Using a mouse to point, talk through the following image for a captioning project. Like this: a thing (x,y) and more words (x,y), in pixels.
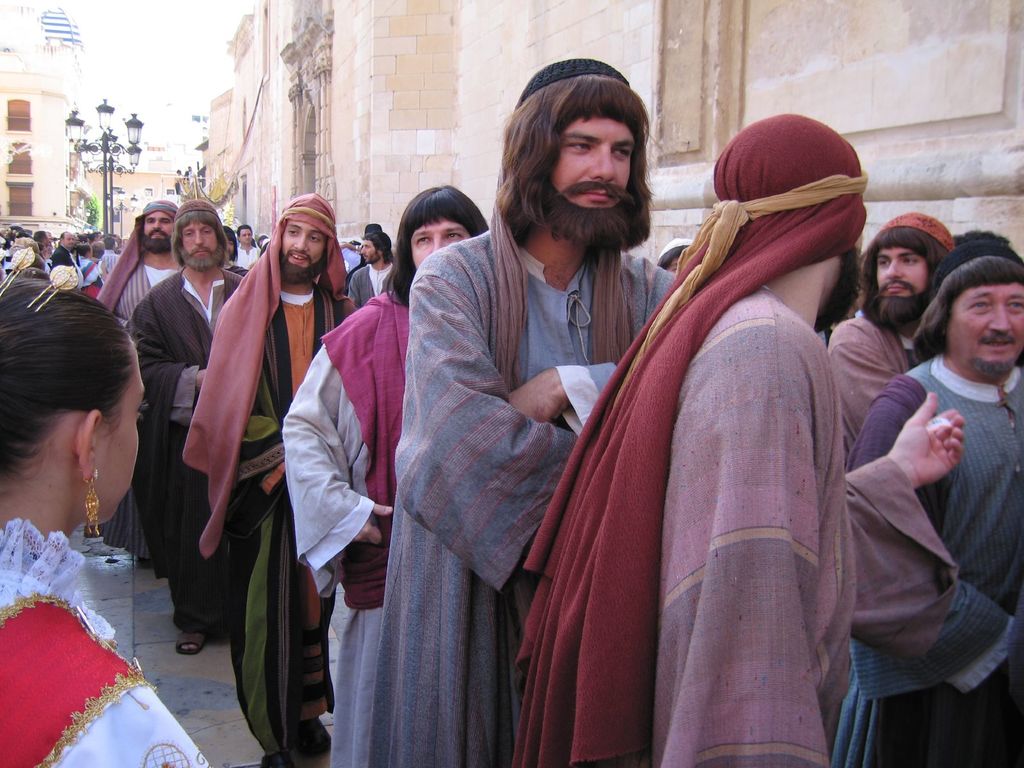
In this image a group of people (420,362) standing in the line (479,457), there are few buildings (361,105) in the image, we can see a street lamp (114,167) on the road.
